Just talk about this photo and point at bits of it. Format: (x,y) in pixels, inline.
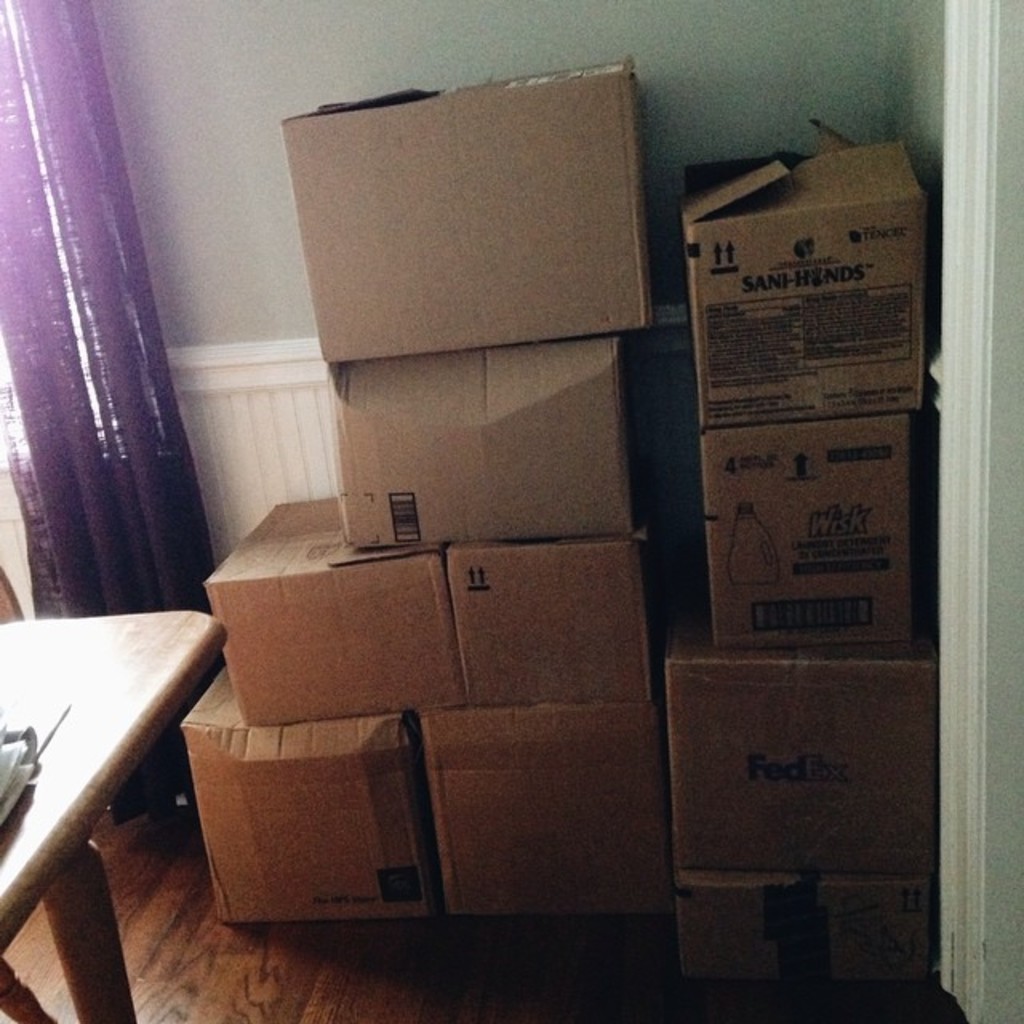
This image is taken in the room (838,395). In the center of the image (367,660) there are cardboard boxes (526,642). On the left (41,782) there is a table (41,782). In the background (172,479) there is a curtain (130,569) and a wall (277,95).
